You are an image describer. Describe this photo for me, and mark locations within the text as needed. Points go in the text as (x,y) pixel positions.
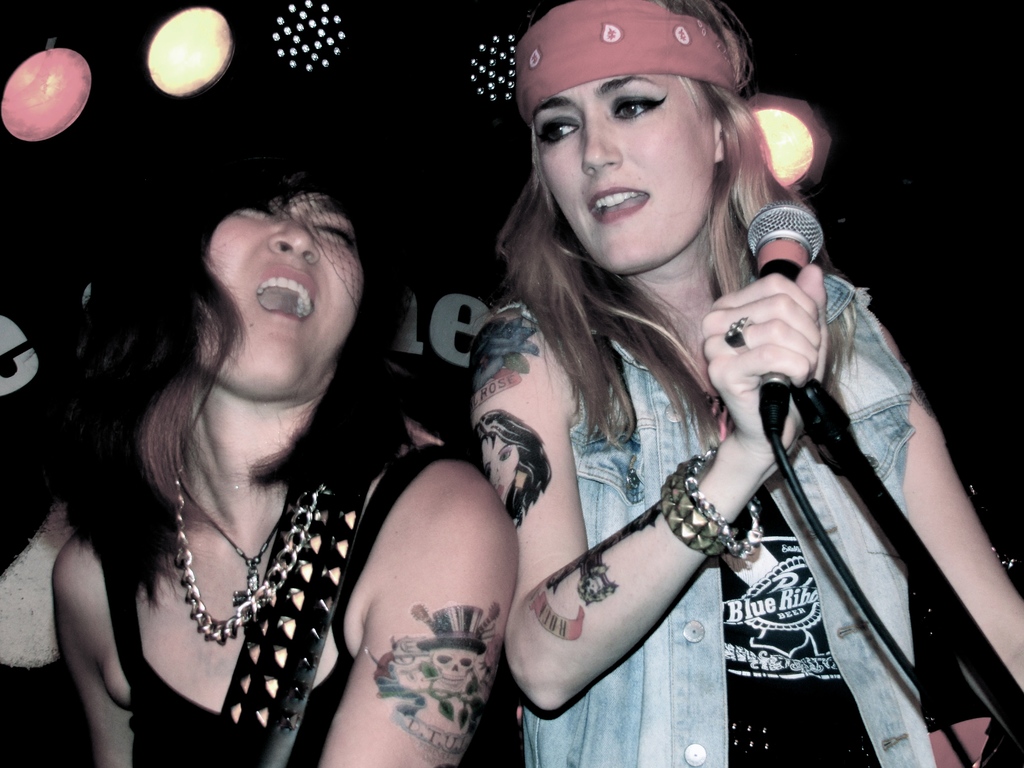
In this image, we can see two women (620,511) are singing. Here a woman (732,467) is holding a microphone (770,399). Here we can see tattoo (582,632) on their bodies (542,598). On the right side of the image (893,540), we can see a rod (918,564). Background (990,176) there is a dark view (990,176), lights (287,43) and text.
